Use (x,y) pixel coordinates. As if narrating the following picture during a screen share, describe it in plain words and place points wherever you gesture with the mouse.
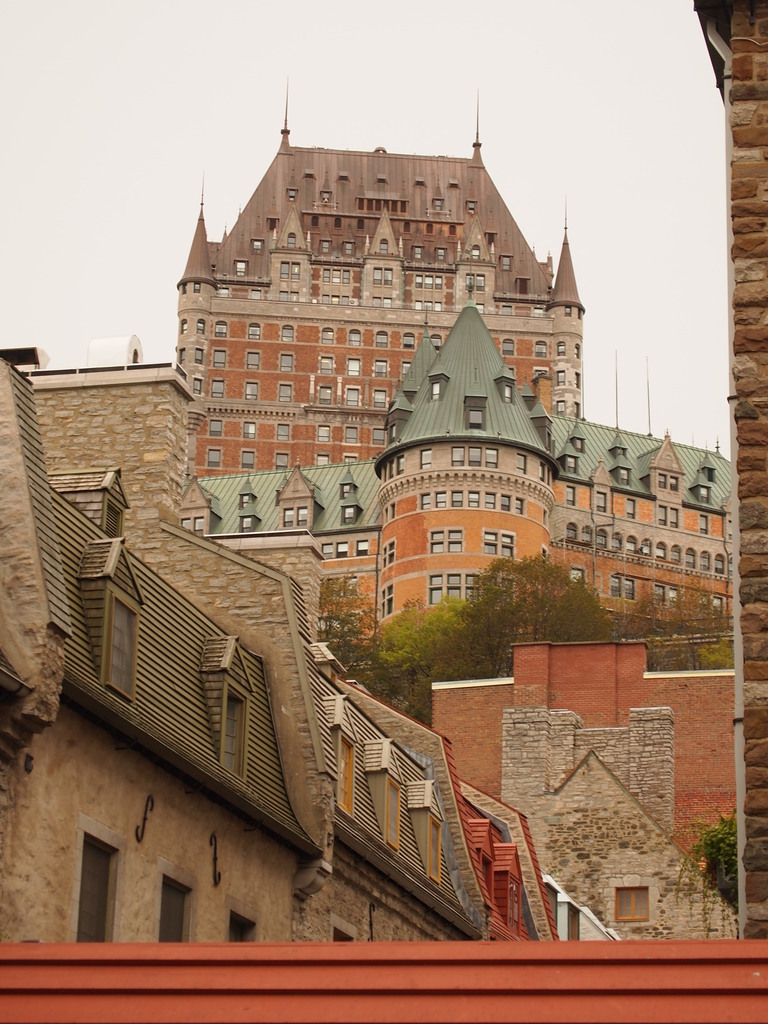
In this image there are few buildings (381,742), trees (564,611) and the sky (169,20).
